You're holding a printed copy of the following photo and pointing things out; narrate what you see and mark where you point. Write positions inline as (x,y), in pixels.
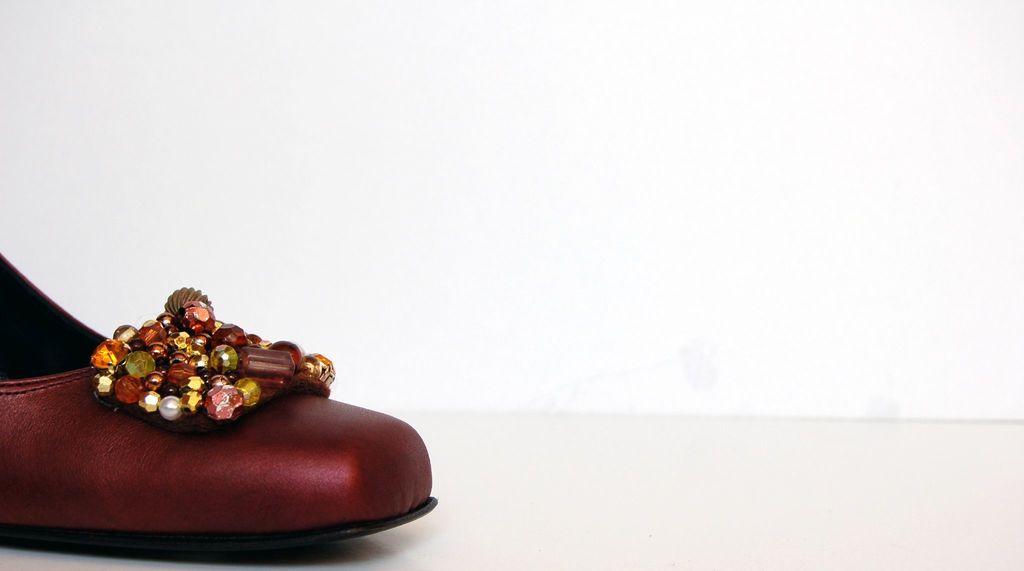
In this picture we can see footwear (218,432) on white surface (516,528). In the background of the image (552,229) it is white.
